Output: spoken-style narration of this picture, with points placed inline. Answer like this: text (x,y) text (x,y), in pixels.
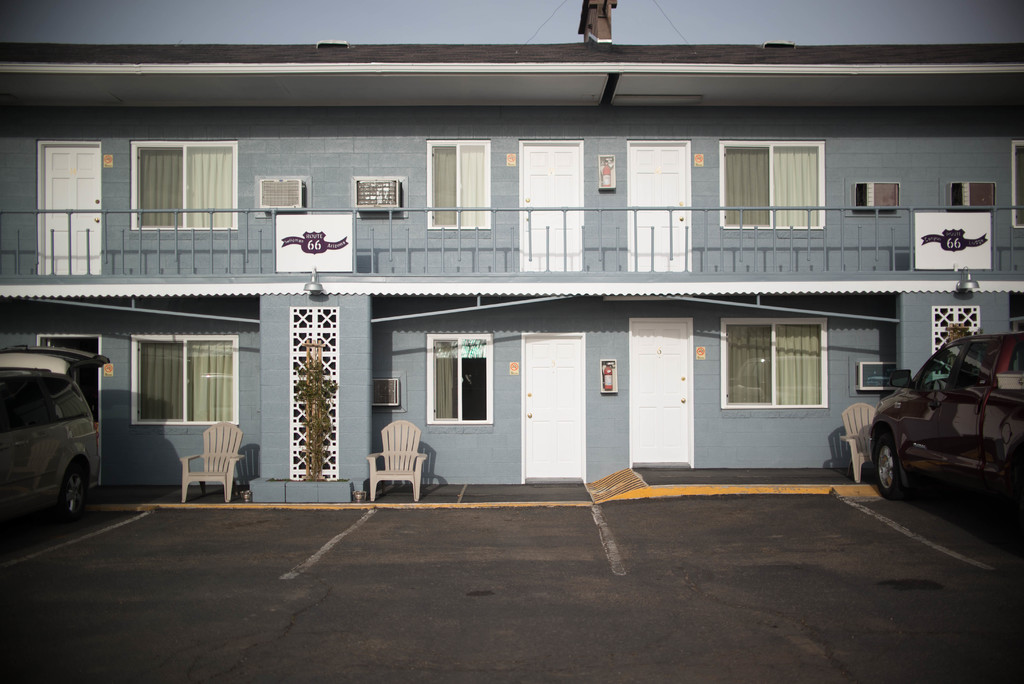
In this image we can see a building (342,275), there are some doors (560,391), vehicles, windows (195,215), chairs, grille (617,243), fire extinguishers (611,374) and some other objects (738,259), also we can see the sky (911,38).
